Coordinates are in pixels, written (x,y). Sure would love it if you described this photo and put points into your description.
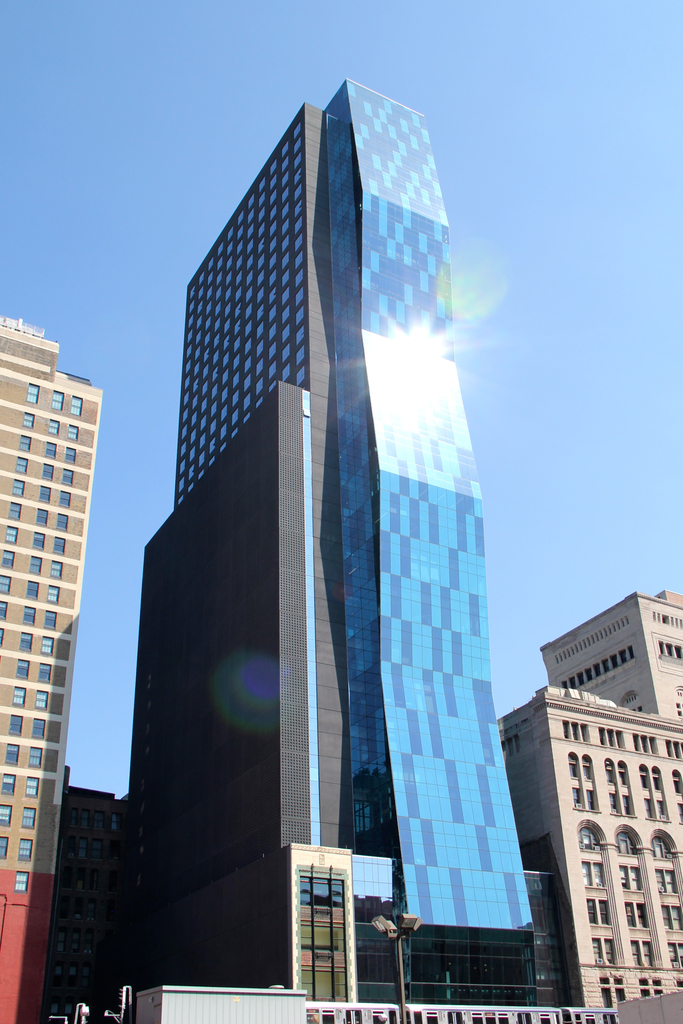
There are many buildings (343,660). On the right side (616,841) there is a building (610,893) with windows (642,909). In the front (403,934) there is a street light pole (392,931). In the background (177,100) there is sky (551,267).
